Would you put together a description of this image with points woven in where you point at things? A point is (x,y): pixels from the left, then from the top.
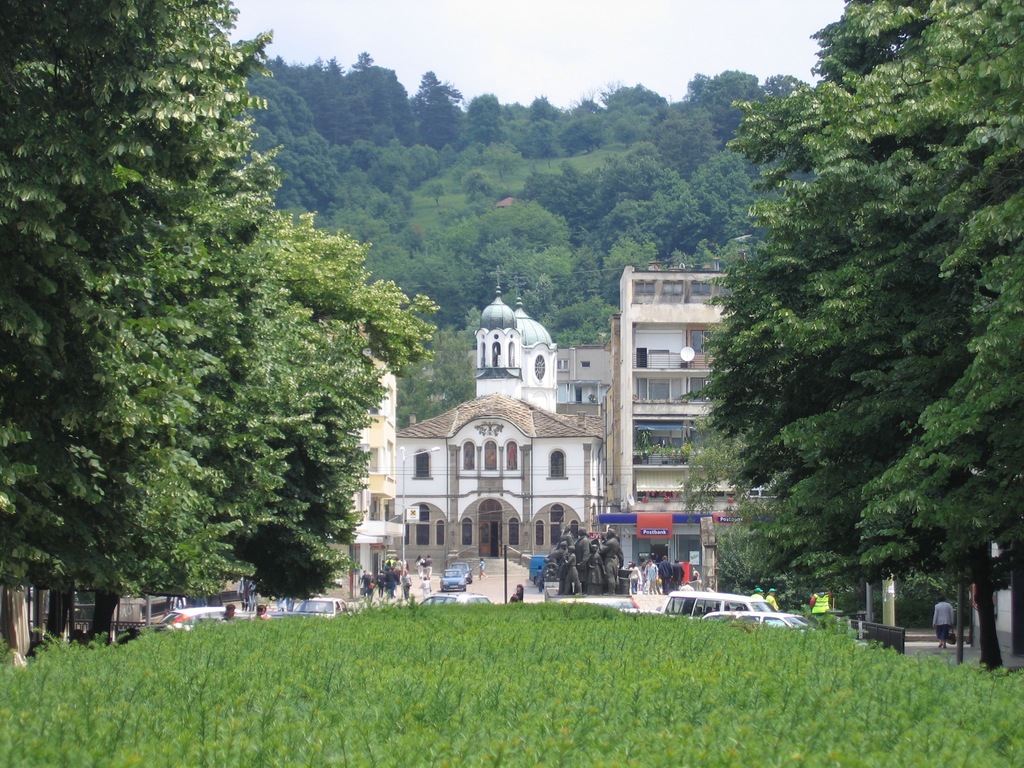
In this picture we can see plants (377,667), some vehicles (540,564) on the path (524,572) and groups of people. Behind the people (363,574) there are buildings (397,492), statues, trees (431,229), hill (519,162) and a sky (607,57).
